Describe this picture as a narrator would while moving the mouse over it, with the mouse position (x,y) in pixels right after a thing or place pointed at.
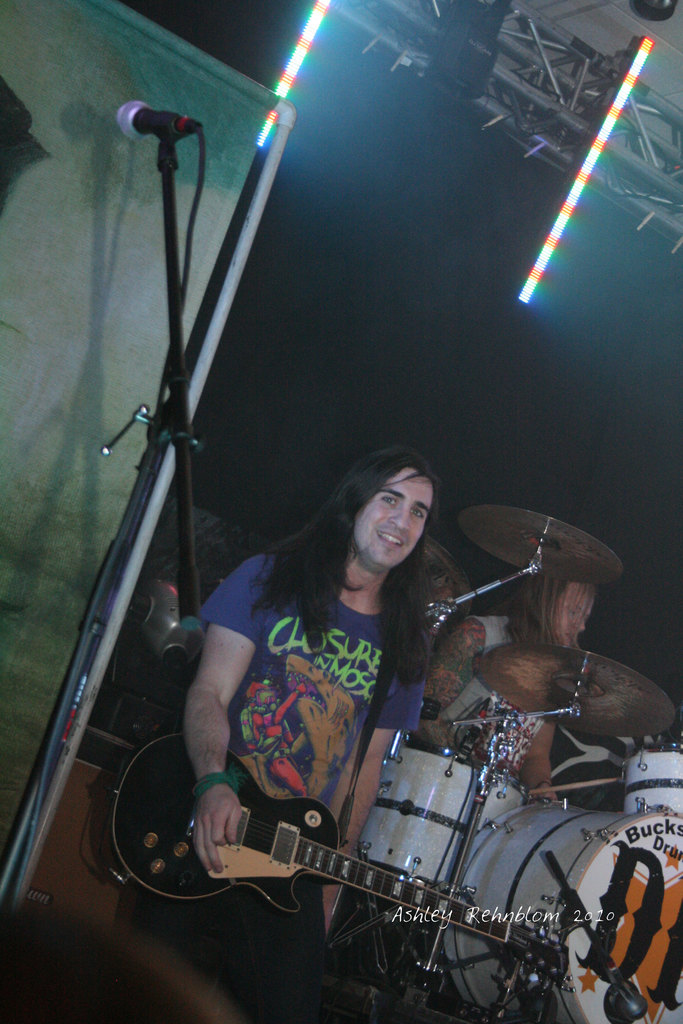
In this image I can see a man (271,704) is playing guitar (287,798) in front of a microphone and smiling.
